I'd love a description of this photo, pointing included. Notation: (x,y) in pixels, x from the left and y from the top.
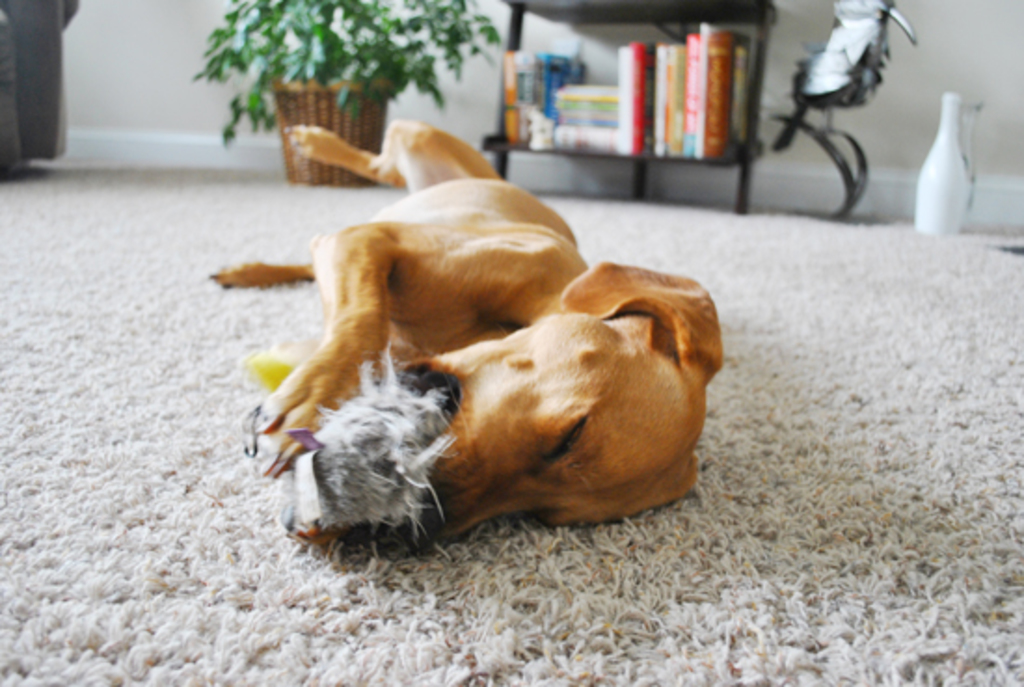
In this picture we can see a dog (439,330) lying on the carpet (299,570). Behind the dog (398,270), there is a houseplant (290,81) and there are books (556,85) in the racks (515,40). On the right side of the rack (707,96), there are some objects (957,175). In the top left corner of the image (9,83), there is an object (10,60) and a wall (111,64).
